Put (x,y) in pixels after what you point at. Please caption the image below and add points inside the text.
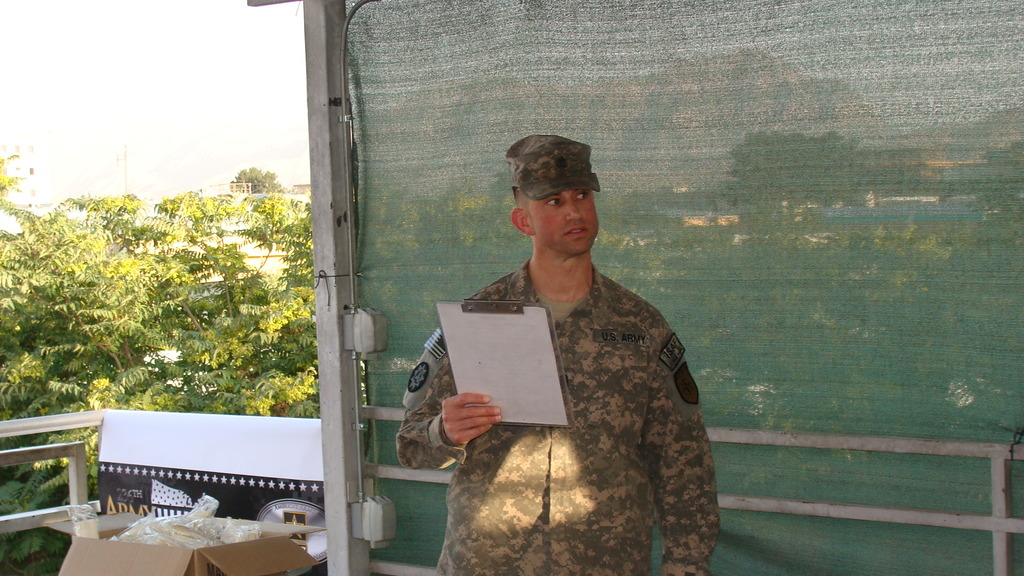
In this image there are trees (159,289), metal railing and a cardboard box (115,525) with objects (226,529) in it on the left corner (210,526). There is a person (496,492) holding an object (488,382) in the foreground (555,520). There is a metal railing (344,520) with green mat (404,518), there are trees (725,232) and buildings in the background (708,68).
